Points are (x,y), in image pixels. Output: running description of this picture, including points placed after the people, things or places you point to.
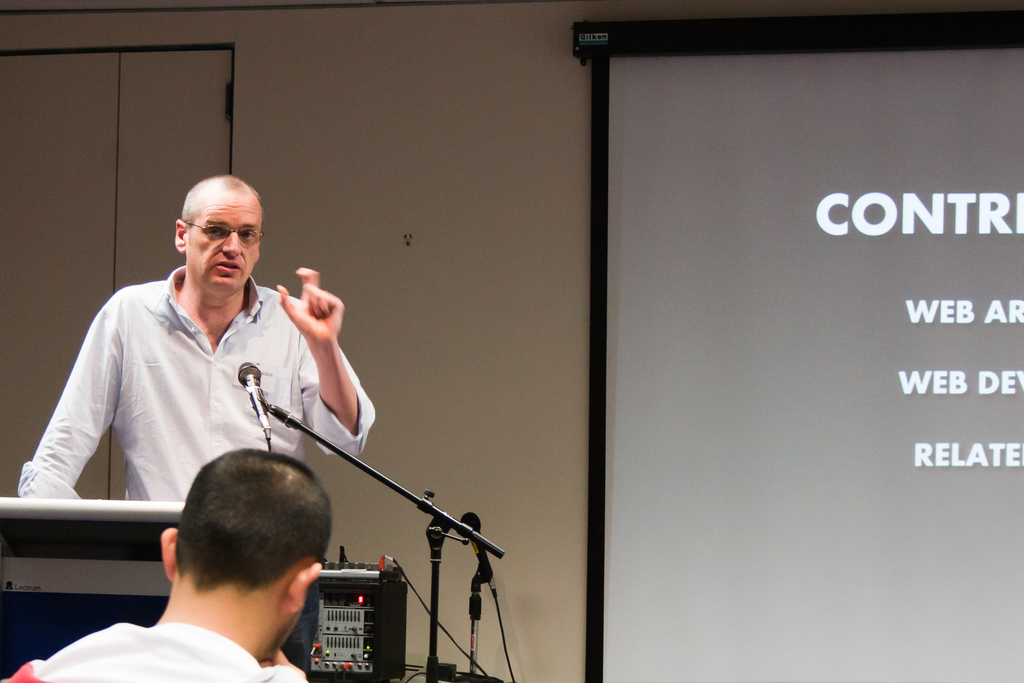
In this image there is a person (139,462) standing on the dais (109,517) and speaking in front of a mic (256,404), behind him there is a screen (712,305).
